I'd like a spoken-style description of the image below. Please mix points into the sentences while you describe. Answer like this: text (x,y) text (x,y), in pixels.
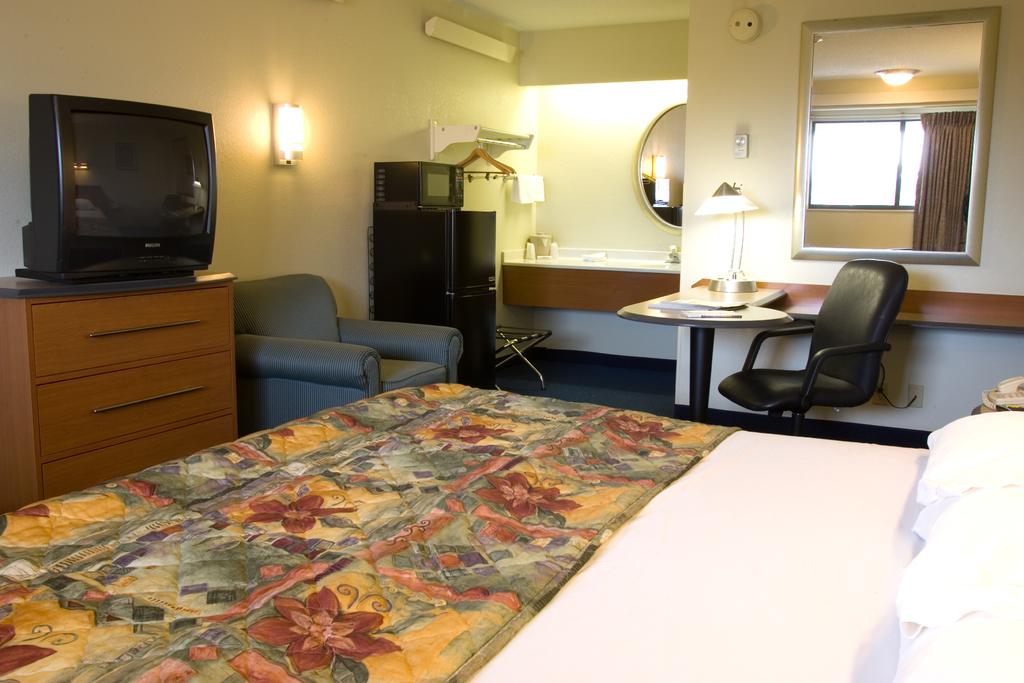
In front of the image there is a bed (776,471). On top of it there is a blanket (504,480) and there are pillows (1003,656). Beside the bed (890,456) there is a landline phone (1012,393) on the table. There is a chair (843,380) and a couch (287,383). There is a TV (145,261) on the table (134,401). There is a fridge (474,291). On top of it there is a microwave (394,208). Beside the fridge (384,220) there is some object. There are mirrors (647,149), AC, light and some other objects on the wall (575,73). Through the mirror (871,78), we can see glass window (866,176), curtain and a light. There are tables (805,285). On top of it there is a lamp (727,292), papers (711,314) and a pen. In the background of the image (600,298) there is a sink (660,255) and there are some objects (592,259) on the platform (641,273).
